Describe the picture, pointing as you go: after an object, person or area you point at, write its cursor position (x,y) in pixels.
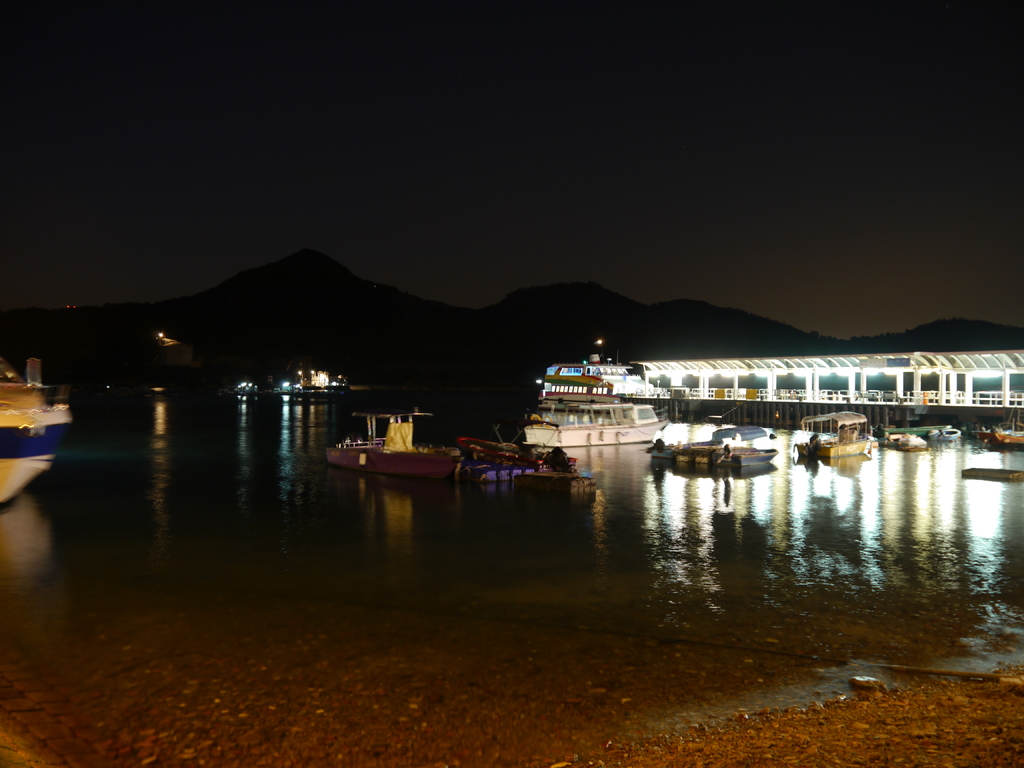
In this picture we can observe water (209,526) on which there are some boats (845,441) floating. In the background (308,317) there are hills (383,298) and a sky (457,201).
